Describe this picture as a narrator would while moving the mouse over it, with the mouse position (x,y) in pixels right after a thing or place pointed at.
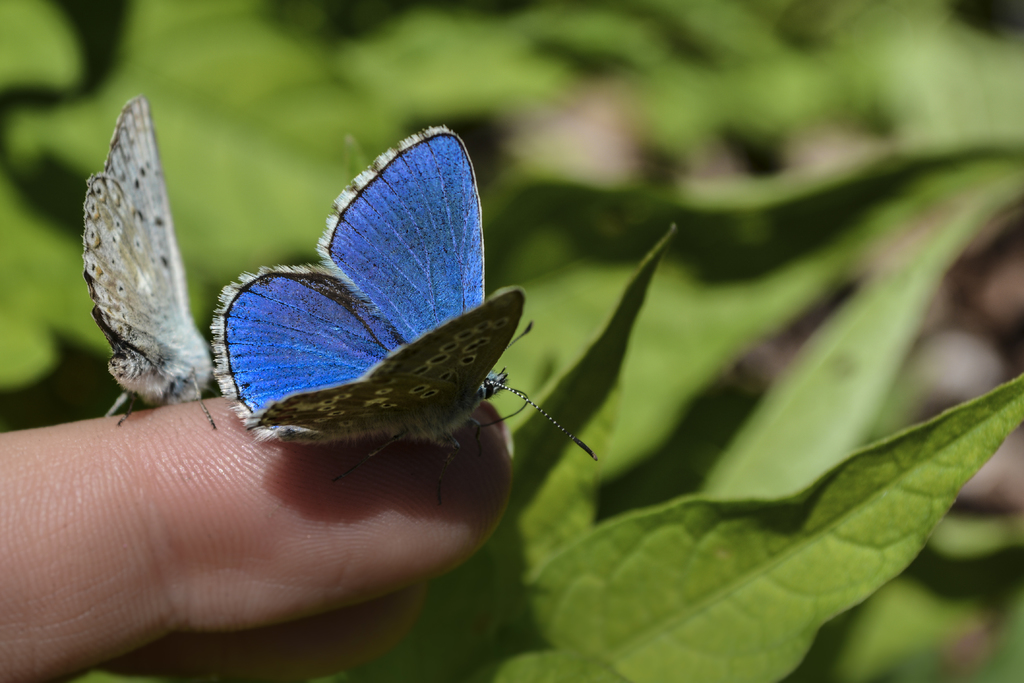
In this image we can see butterflies (402,362) on the finger (408,445). In the background of the image (584,228) there are leaves (729,309).
